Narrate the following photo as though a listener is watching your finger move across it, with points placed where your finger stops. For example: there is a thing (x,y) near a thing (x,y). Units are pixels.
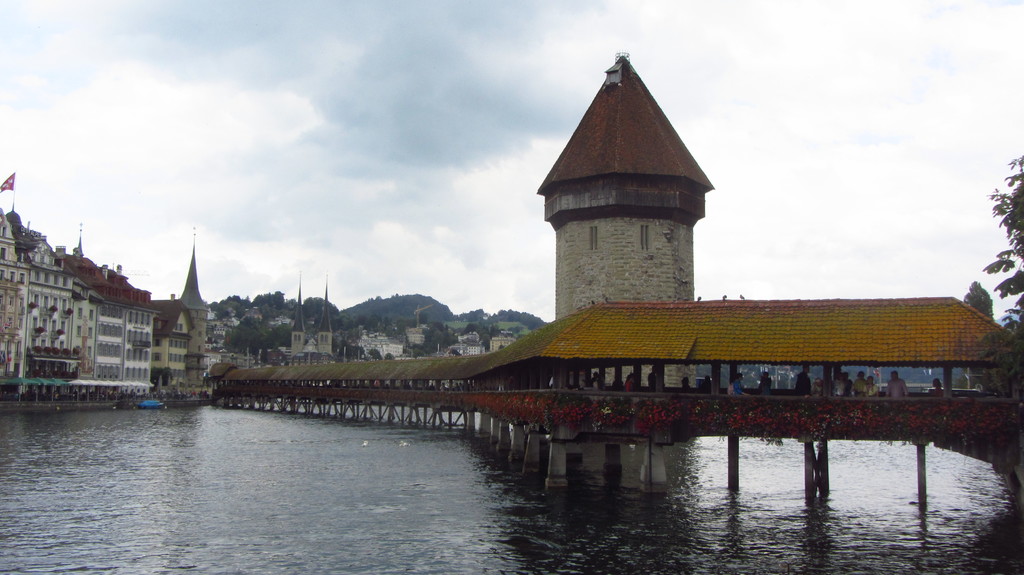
In the image there is a lake (258,464) in the front (477,489) with a bridge (850,433) over it and many people (879,388) walking on it, in the back (415,339) there are many buildings (163,330) all over the place with trees (253,330) in the middle of it and above its sky (325,99) with clouds (653,57).
